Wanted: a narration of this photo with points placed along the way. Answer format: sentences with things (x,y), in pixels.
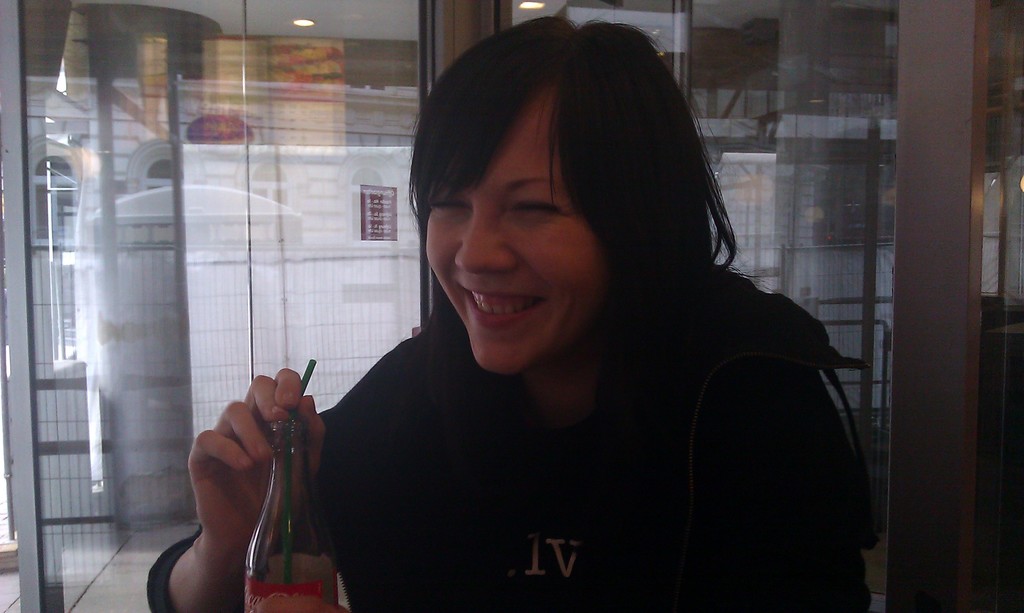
a person (631,416) is sitting wearing a black t shirt (497,551), is holding a glass bottle (278,486) which has green straw (288,437) in it.
